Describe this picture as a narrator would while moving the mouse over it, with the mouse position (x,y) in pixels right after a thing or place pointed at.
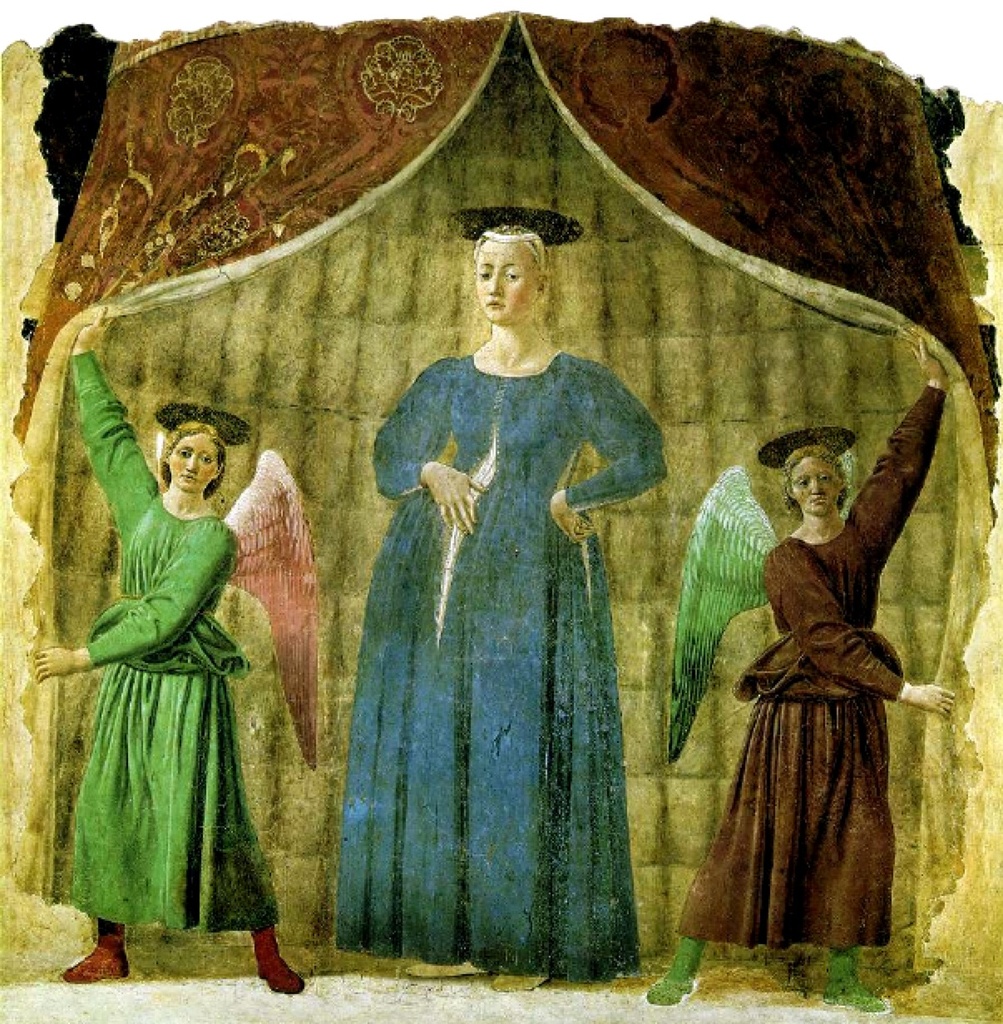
In this image I can see depiction picture of three women (176,491) and of curtains (209,237).
